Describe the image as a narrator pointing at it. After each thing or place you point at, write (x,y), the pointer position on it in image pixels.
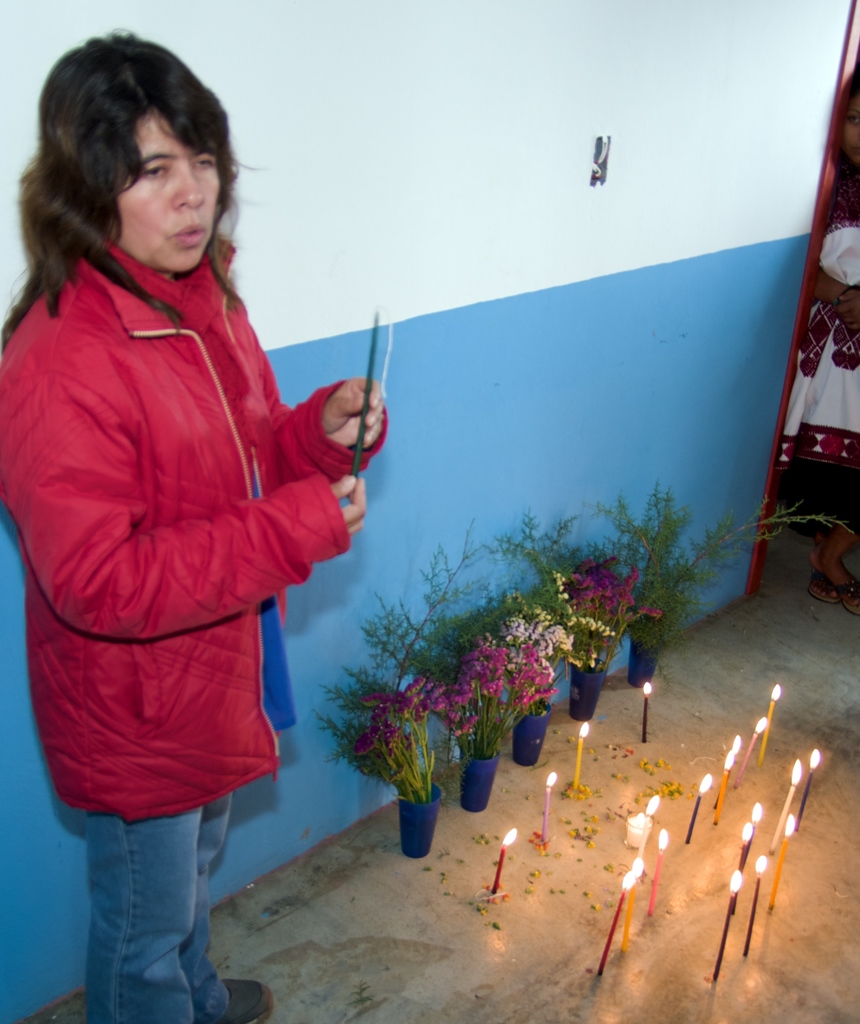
There is a woman (235,357) standing in the foreground area of the image (185,739), there are plant pots (520,754) and candles (643,820) on the floor (543,763), there is another person (782,454) in the background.
